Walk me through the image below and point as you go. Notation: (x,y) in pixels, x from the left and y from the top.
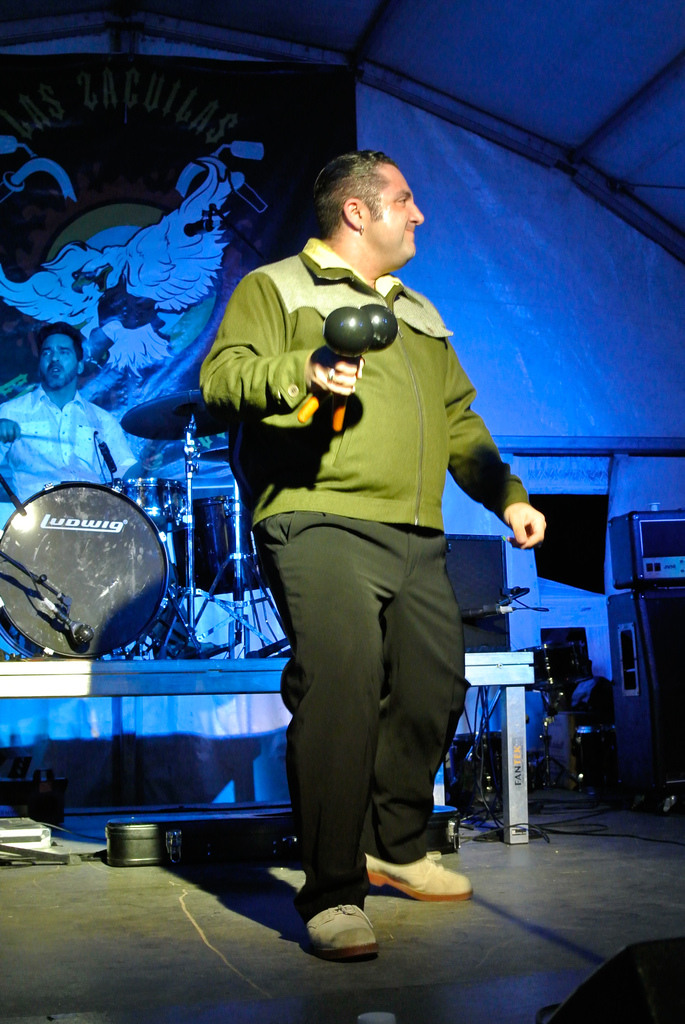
In this picture we can see a person (396,841) standing on the stage (451,924), he is holding some objects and in the background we can see a person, musical instruments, banner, sheet (673,476) and some objects (604,836).
